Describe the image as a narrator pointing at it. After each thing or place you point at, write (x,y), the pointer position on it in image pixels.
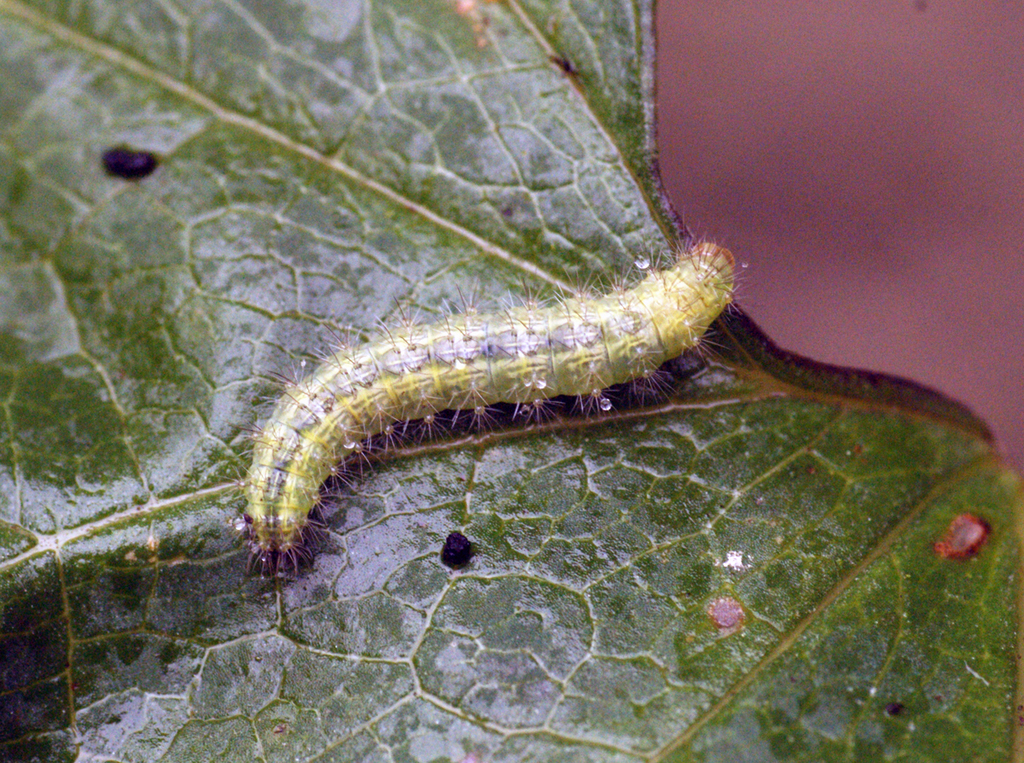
This picture shows a caterpillar (370,357) on the leaf (659,173).
